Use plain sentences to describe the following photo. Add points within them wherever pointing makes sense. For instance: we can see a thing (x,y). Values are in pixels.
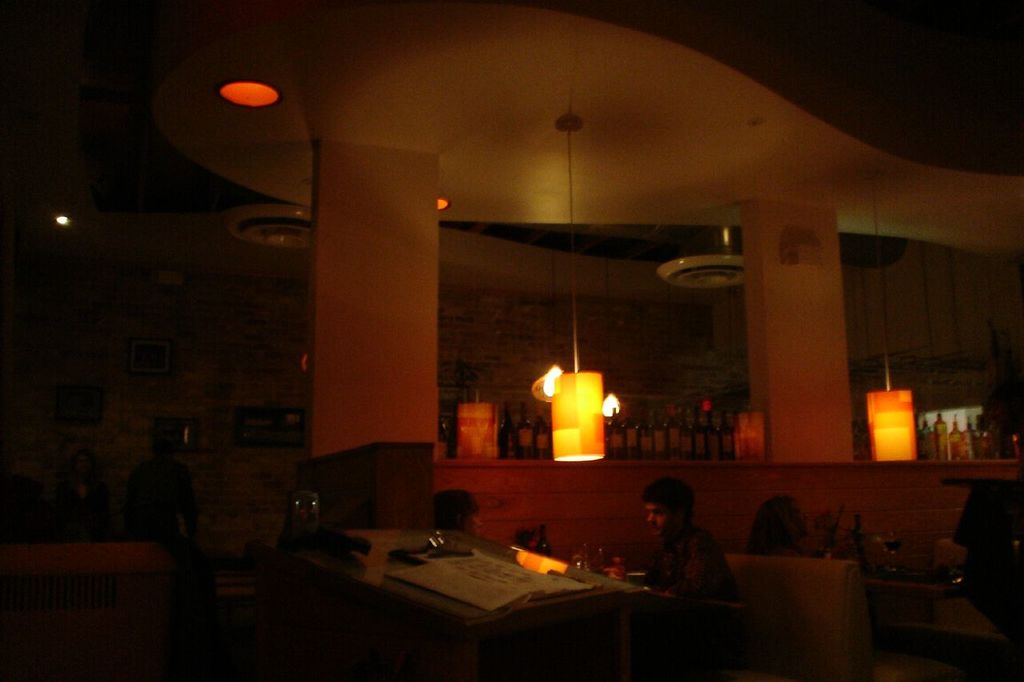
This picture describes about group of people (471,512), they are seated, in the background (567,415) we can see few lights (578,423) and bottles (702,422) in the racks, and also we can see a paper (423,579) on the table (369,609).
